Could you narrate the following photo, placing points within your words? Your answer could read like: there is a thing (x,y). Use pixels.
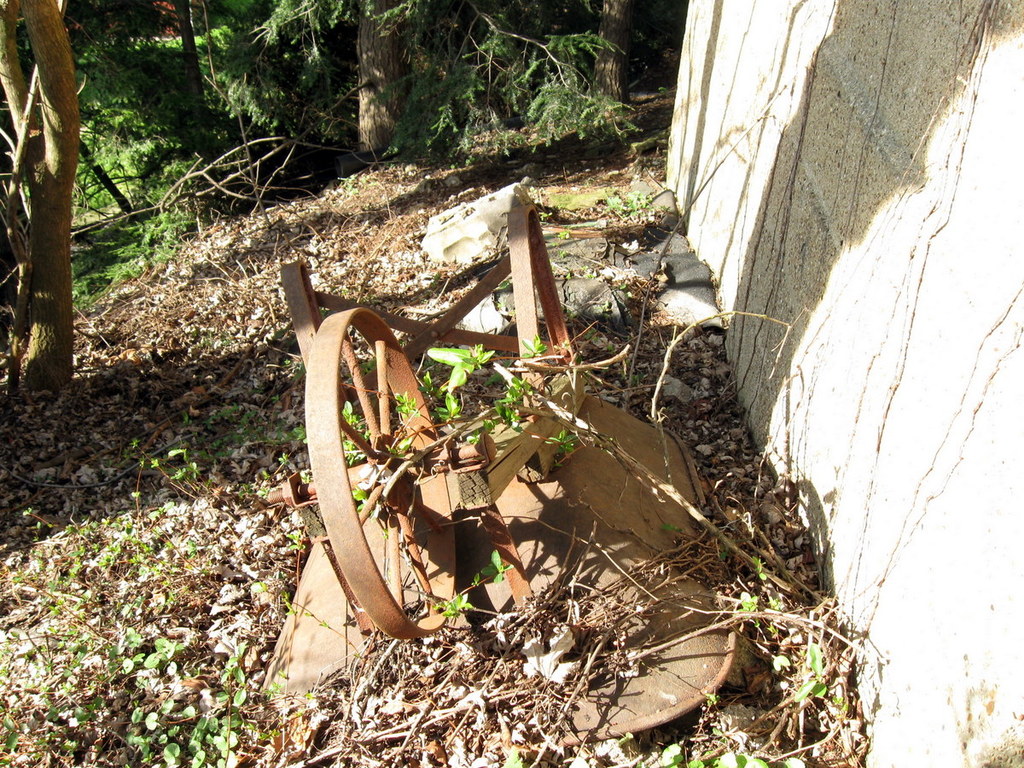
In this image in the center (343,481) there is a wheel (332,468) and some object (314,592) and it looks like a vehicle (430,481), and on the right side (757,293) there is wall (839,310). At the bottom (107,685) there are some dry leaves (783,690), plants (145,621) and in the background (564,66) there are trees (182,130).
